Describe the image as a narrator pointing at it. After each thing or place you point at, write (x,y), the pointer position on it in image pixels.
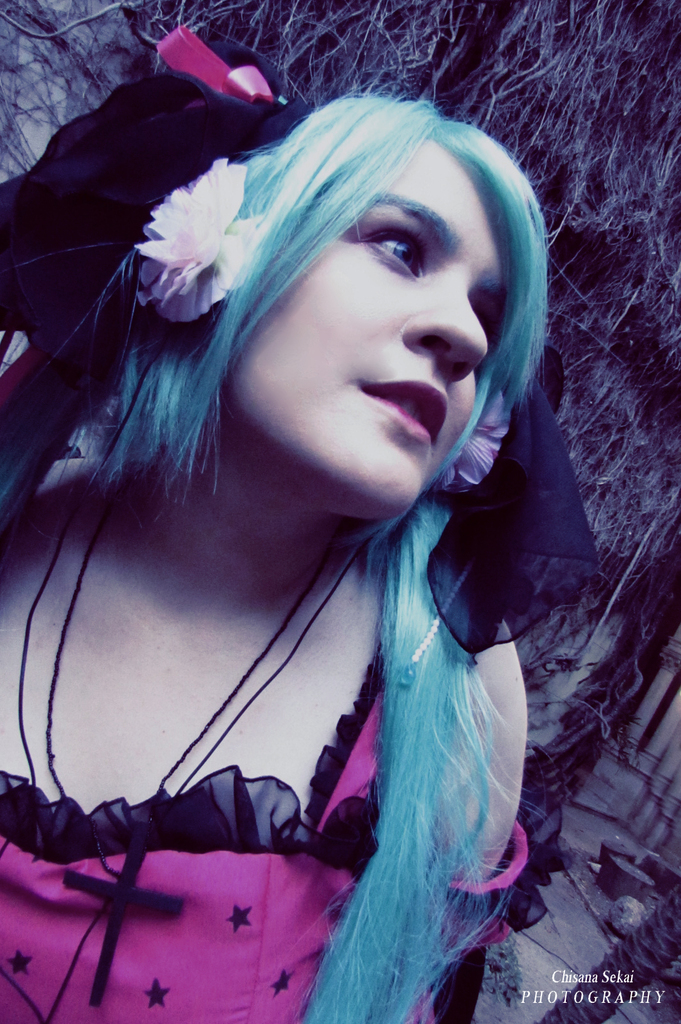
In this image there is a woman (394,573).
